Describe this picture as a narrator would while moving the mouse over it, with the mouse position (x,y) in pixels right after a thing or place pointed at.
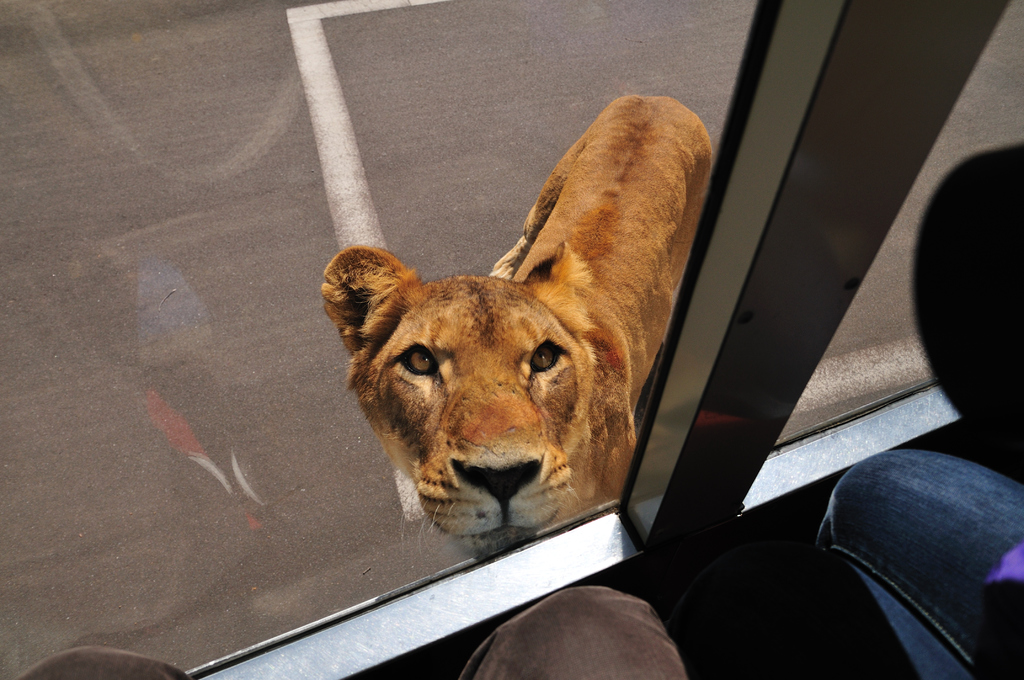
This image consists of a lioness (492,377). It looks like it is clicked from a vehicle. At the bottom (140,565), there is a road (145,374).
